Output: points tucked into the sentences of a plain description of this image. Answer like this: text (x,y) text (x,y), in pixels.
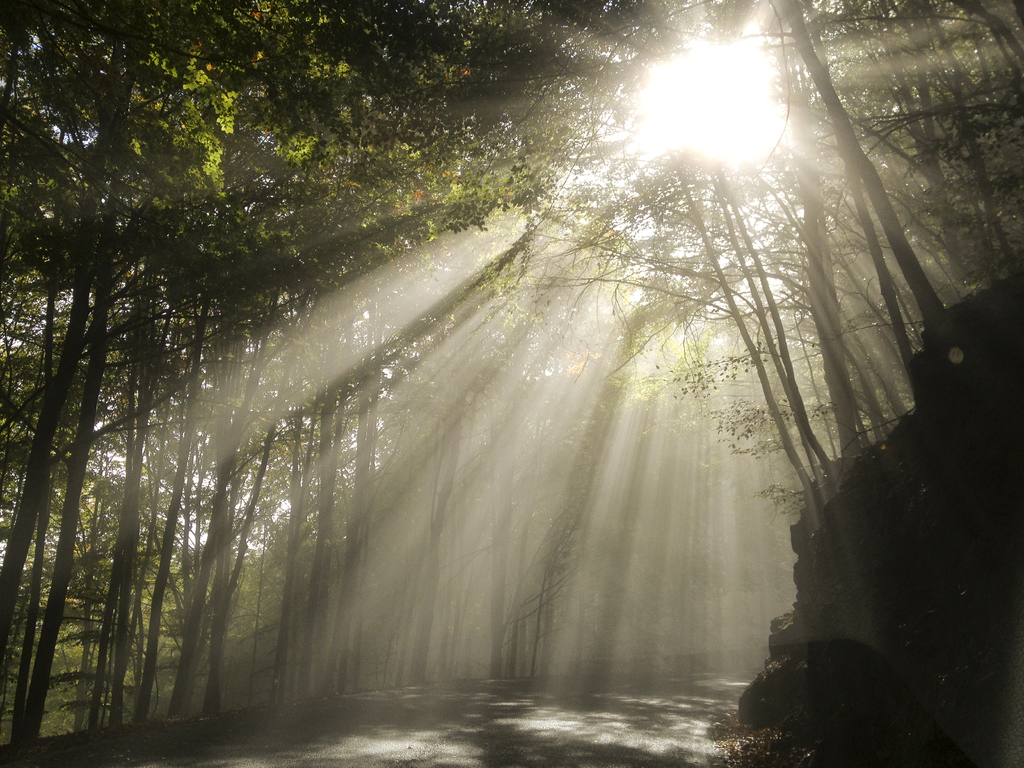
In the center of the image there is a road (596,707). On the right side of the image (835,631) there are rocks (914,617). There are trees (311,254). In the background of the image (721,126) there is sun (700,101).
